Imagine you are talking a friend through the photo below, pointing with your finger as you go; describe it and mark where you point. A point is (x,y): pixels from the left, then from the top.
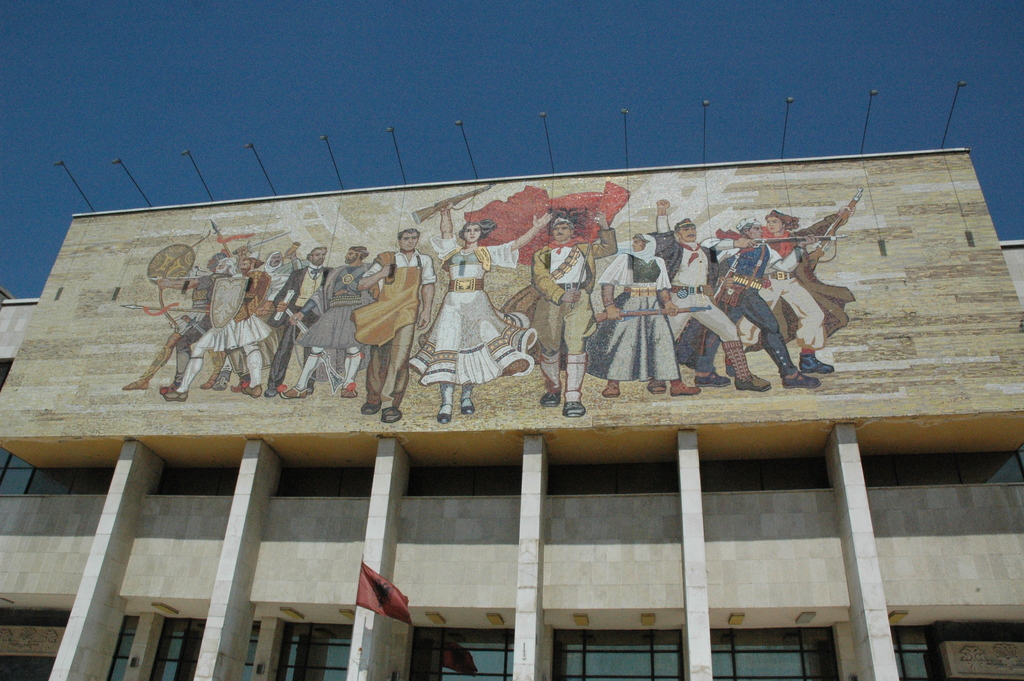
In this picture we can see painting (768,324) on the wall (691,175), pillars (229,654), lights (335,172) and flag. In the background of the image (192,109) we can see the sky (198,100) in blue color.
